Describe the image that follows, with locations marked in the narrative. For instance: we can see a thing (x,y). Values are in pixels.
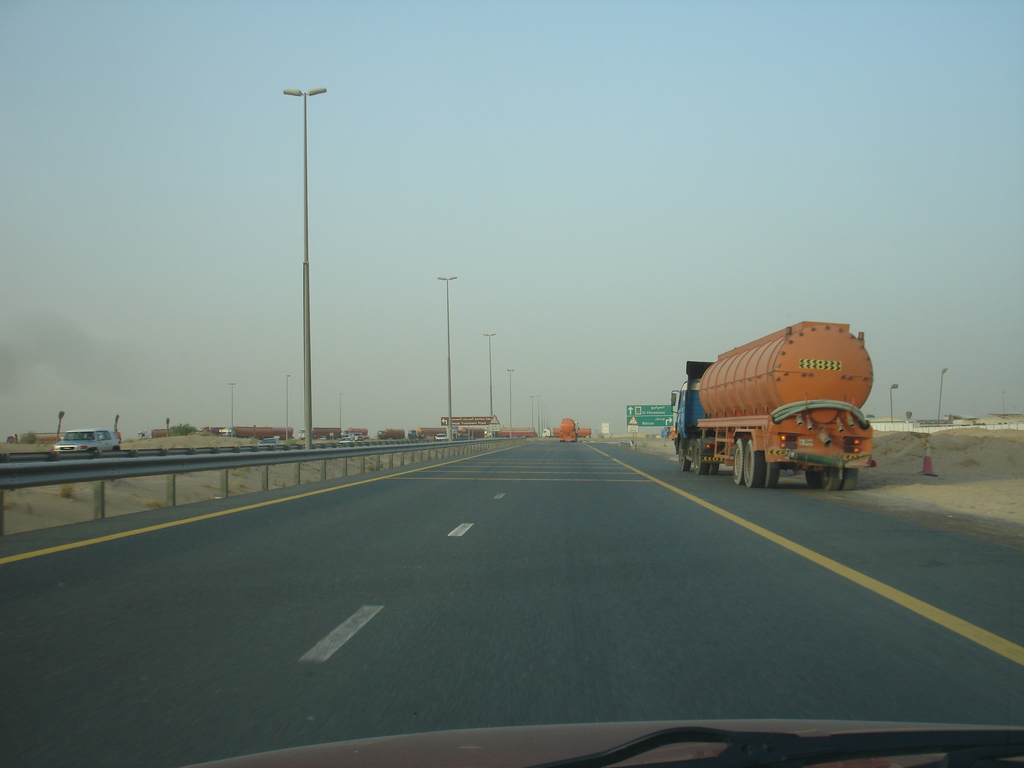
In this image I can see the vehicles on the road (409,534). On both sides of the road (314,522) I can see the poles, boards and the traffic cones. To the right (927,422) I can see buildings (958,416). In the background (488,271) I can see the sky (507,394).
